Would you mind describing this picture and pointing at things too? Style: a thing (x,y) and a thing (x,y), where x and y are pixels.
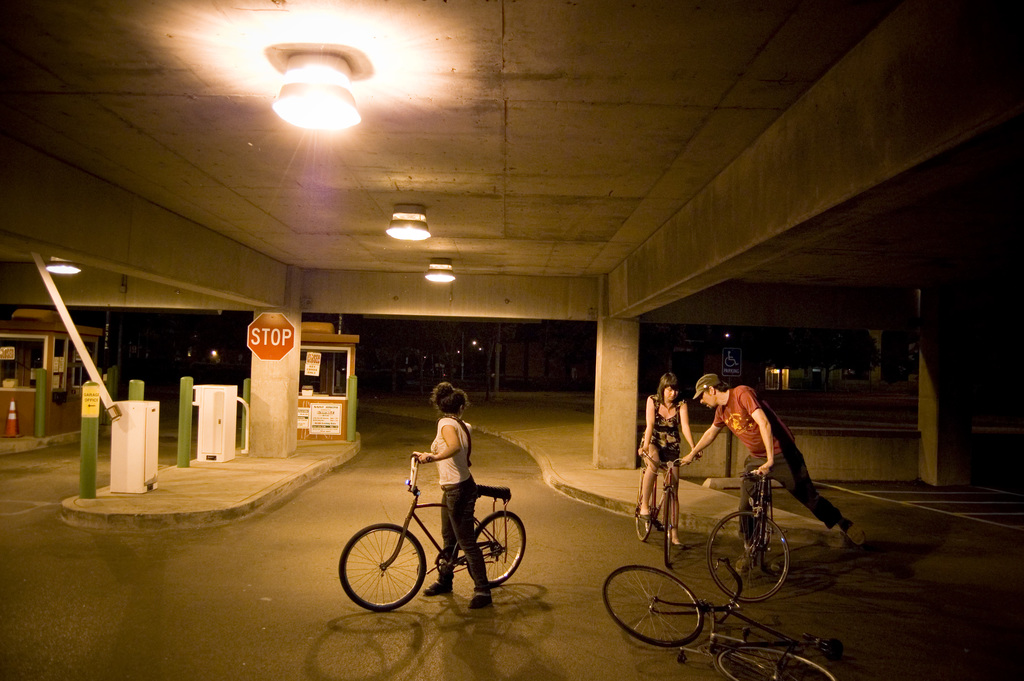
In this image, we can see few people (760,470) are riding bicycles (766,483). Here a person (472,553) is standing and holding bicycle handle (417,486). At the bottom (453,654), there is a road (401,659) and bicycle (652,609). Background (249,432) we can see few pillars (252,384), posters (321,403), boxes (204,424), signboard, glass (323,376). Top of the image (525,203), we can see the ceiling (460,137) and lights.
